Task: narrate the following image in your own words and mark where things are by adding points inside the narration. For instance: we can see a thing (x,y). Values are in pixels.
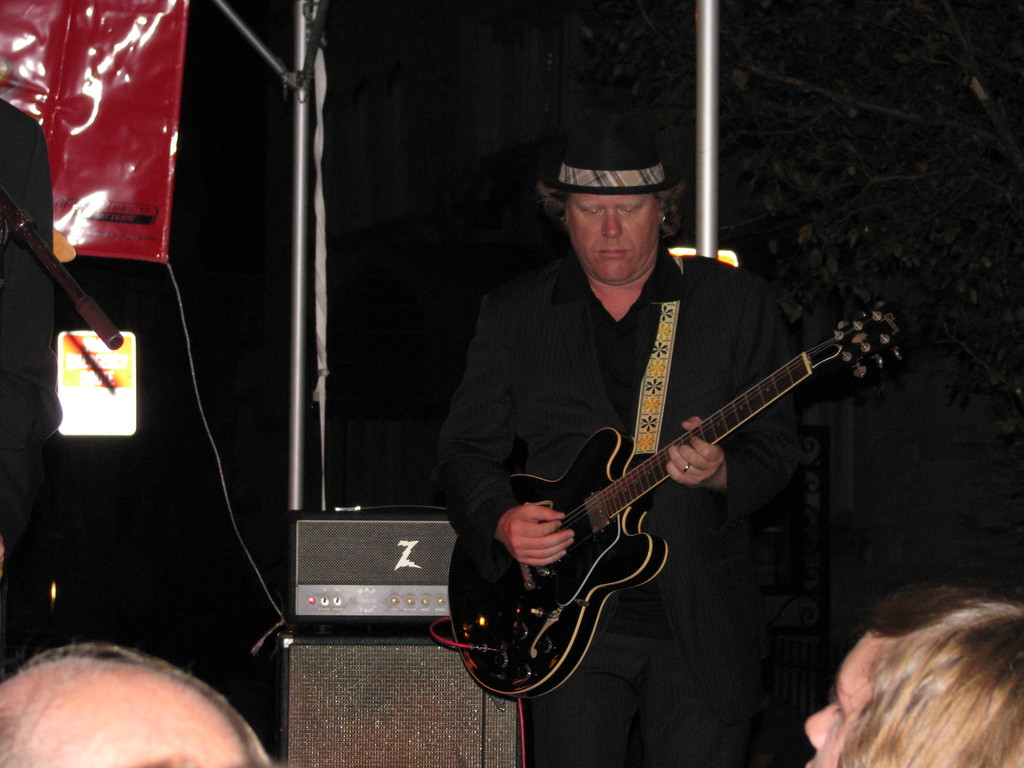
This picture shows a man (638,163) playing a guitar (614,448) and we see two people (990,746) seated.
